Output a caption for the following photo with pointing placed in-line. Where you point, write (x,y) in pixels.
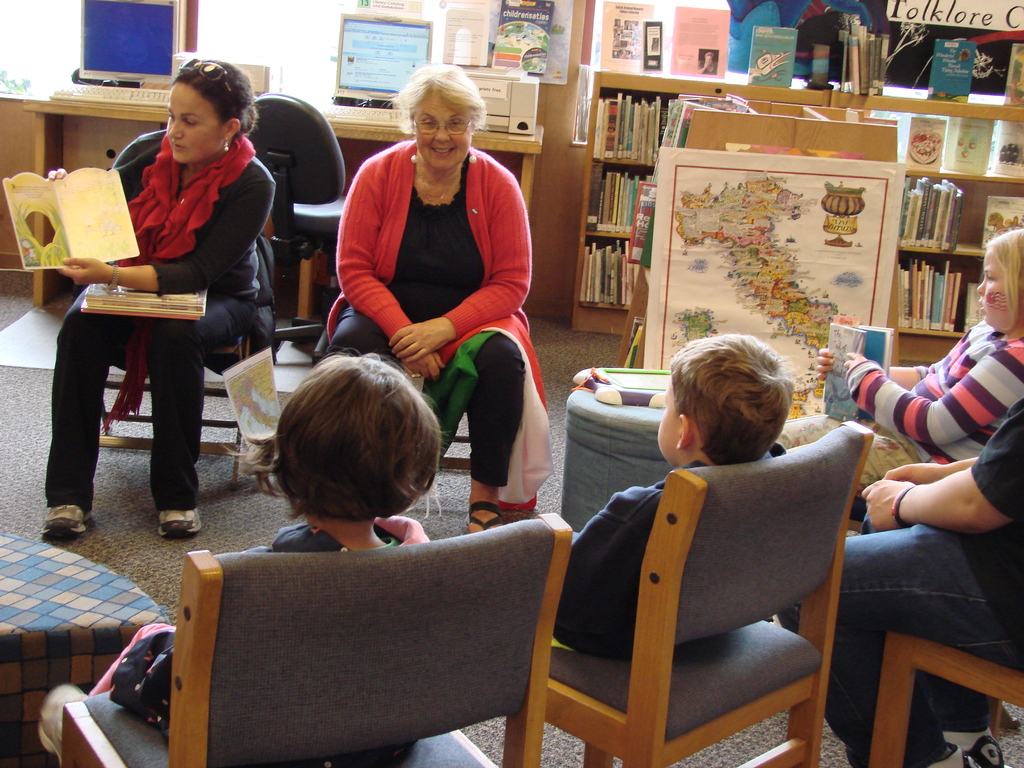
In this image I can see group of people (424,286) sitting on the chairs (416,653). Among them one person (372,247) is wearing the red jacket (377,227) and two people (853,365) are holding the book (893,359). To the right (873,265) there is a chart (729,226). In the back (719,133) there is a cup board (968,282) and books (955,216) inside them. In the background (384,58) there are systems (143,67) on the table (30,112).
